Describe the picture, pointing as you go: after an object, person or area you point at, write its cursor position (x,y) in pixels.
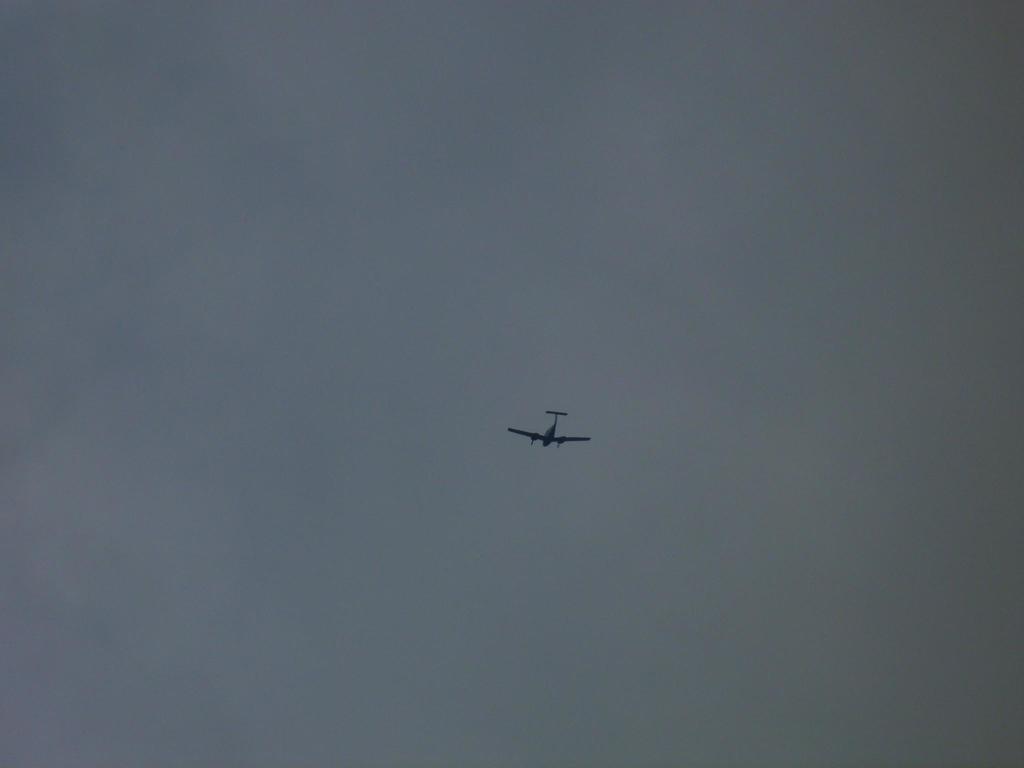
In the foreground of this image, there is a plane (513,429) in the air (611,440). In the background (251,265), there is the sky (218,324).
